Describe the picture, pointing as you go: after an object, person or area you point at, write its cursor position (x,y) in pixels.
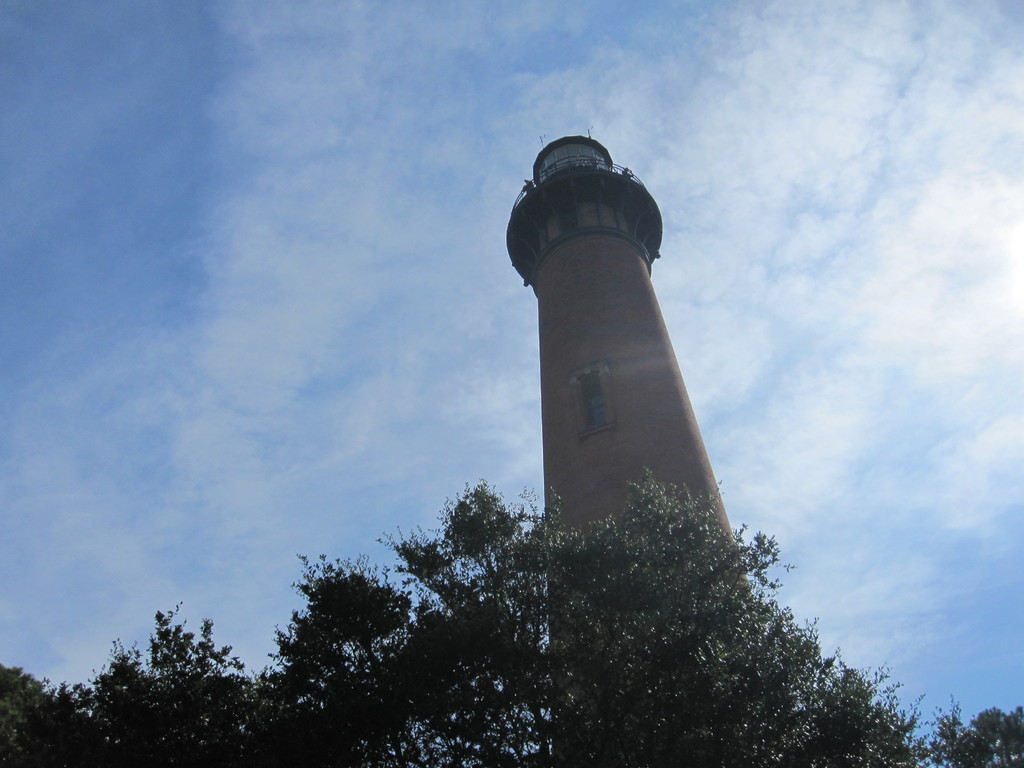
In this picture there is a huge lighthouse tower (615,367) in the middle of the image (616,409). In the front (529,676) there are some trees (802,698).
